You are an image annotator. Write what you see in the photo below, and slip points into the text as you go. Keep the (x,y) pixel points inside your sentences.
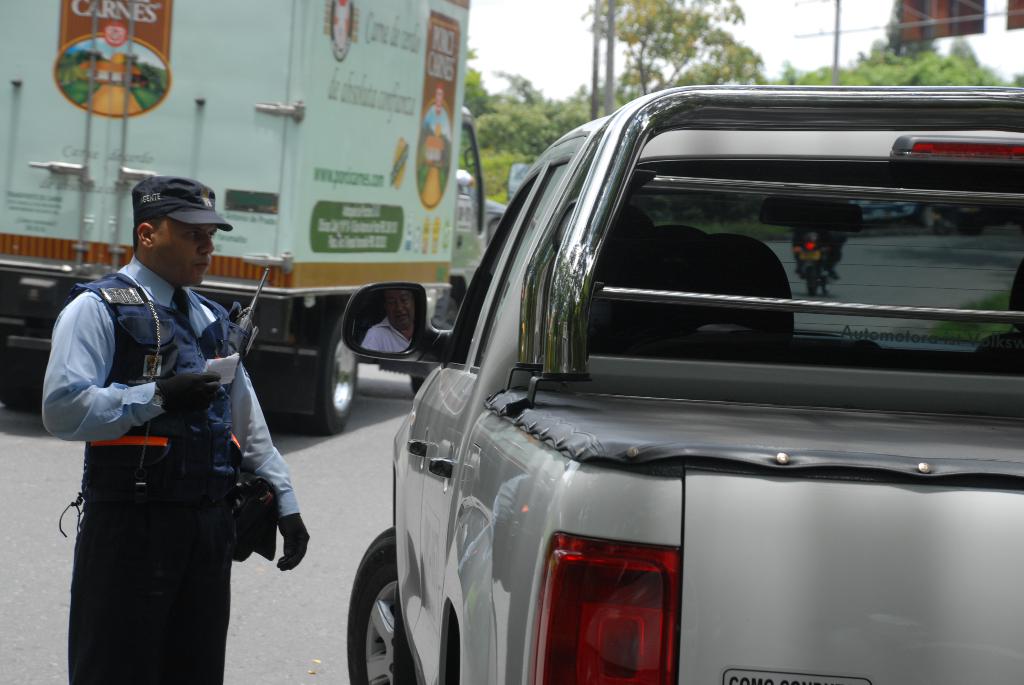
In this image there is a person (211,451) standing, there are vehicles (373,343) on the road (270,670), trees (504,187), and in the background (531,56) there is sky (545,53).
